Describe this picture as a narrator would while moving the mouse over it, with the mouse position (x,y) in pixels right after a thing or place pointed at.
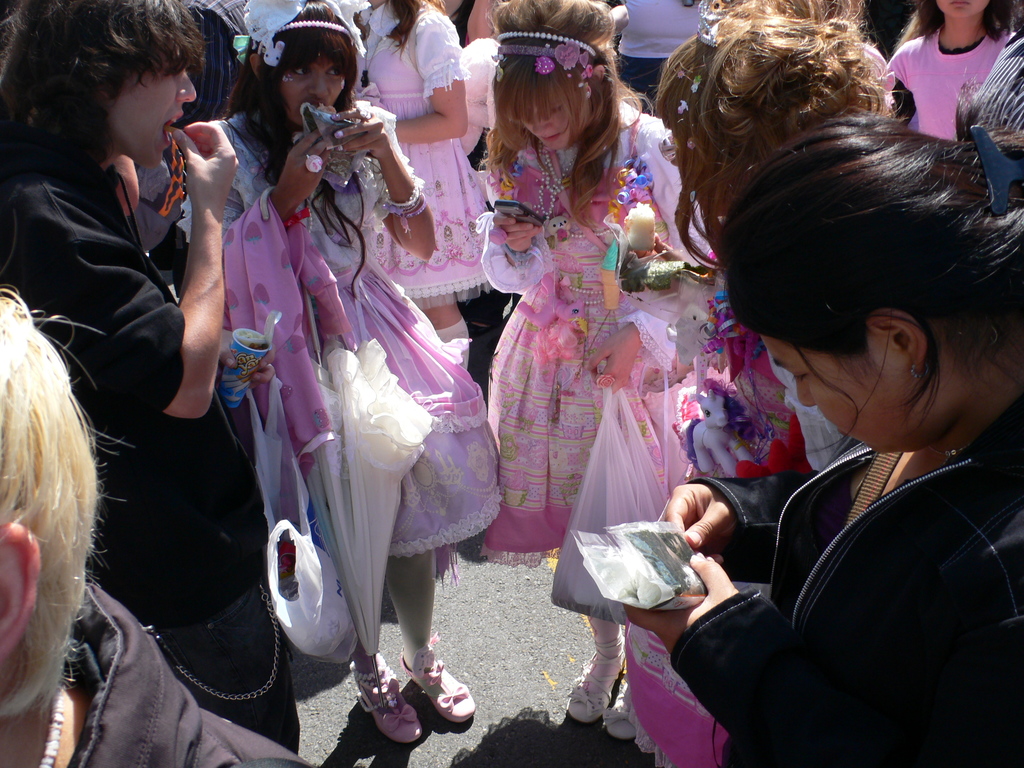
In this image we can see many people (976,225). There are many people (722,606) holding the objects (360,526) in their hands (374,137).
